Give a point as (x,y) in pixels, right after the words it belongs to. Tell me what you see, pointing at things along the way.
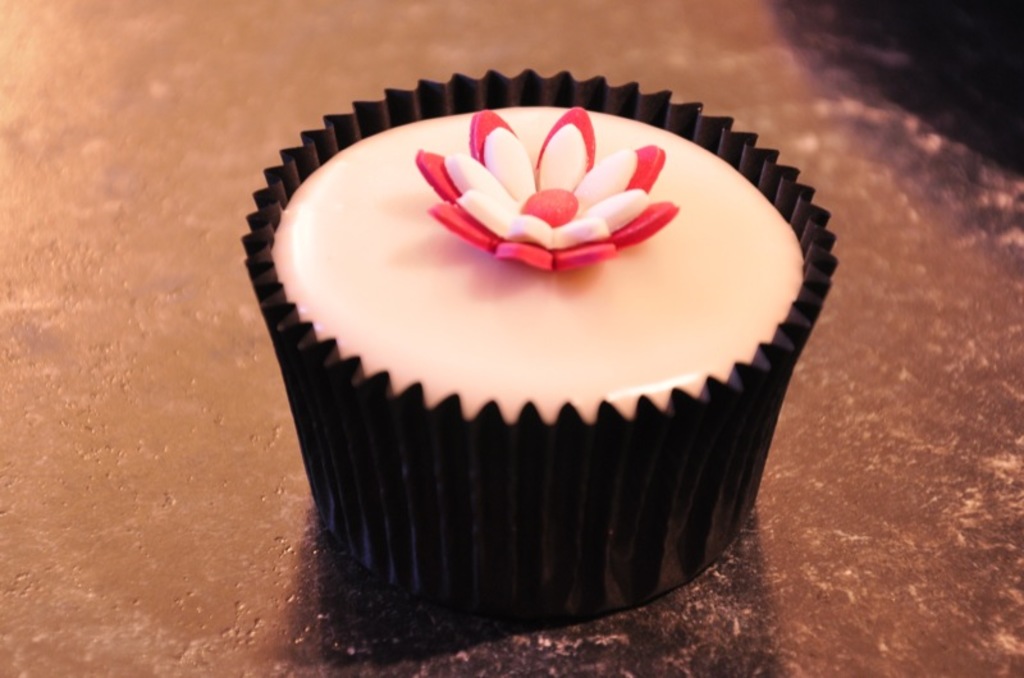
In this image, we can see a cupcake (451,366).
